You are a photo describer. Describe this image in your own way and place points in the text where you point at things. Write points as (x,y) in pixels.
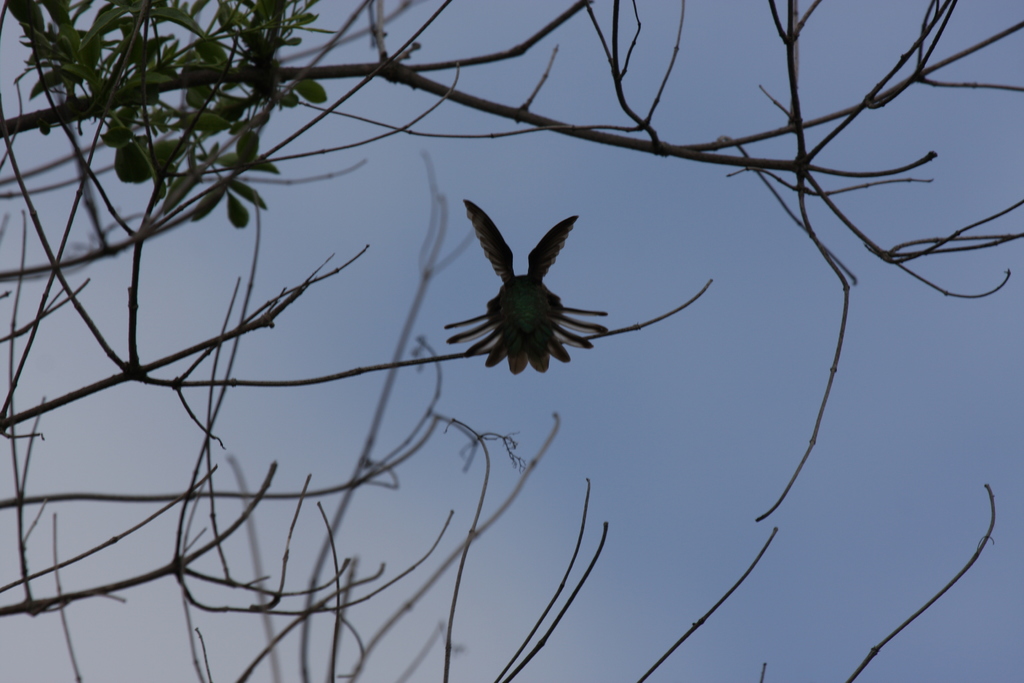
In this image I can see a bird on the branch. I can also see a tree (820,407), and sky (410,515) is in blue color.
